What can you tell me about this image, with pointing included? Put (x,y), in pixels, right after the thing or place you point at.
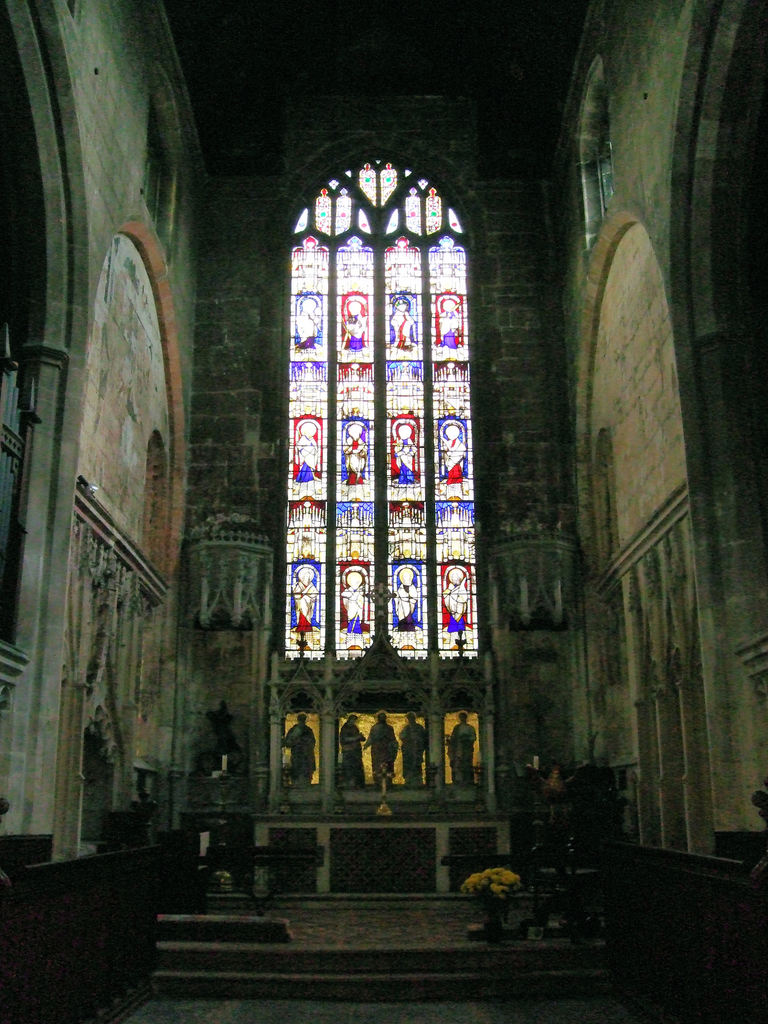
In this image we can see inside of a building (455,327). There are few sculptures (381,765) in the image. There are many objects (642,869) in the image. There is a painting (358,299) on the glasses (401,337) in the image.
